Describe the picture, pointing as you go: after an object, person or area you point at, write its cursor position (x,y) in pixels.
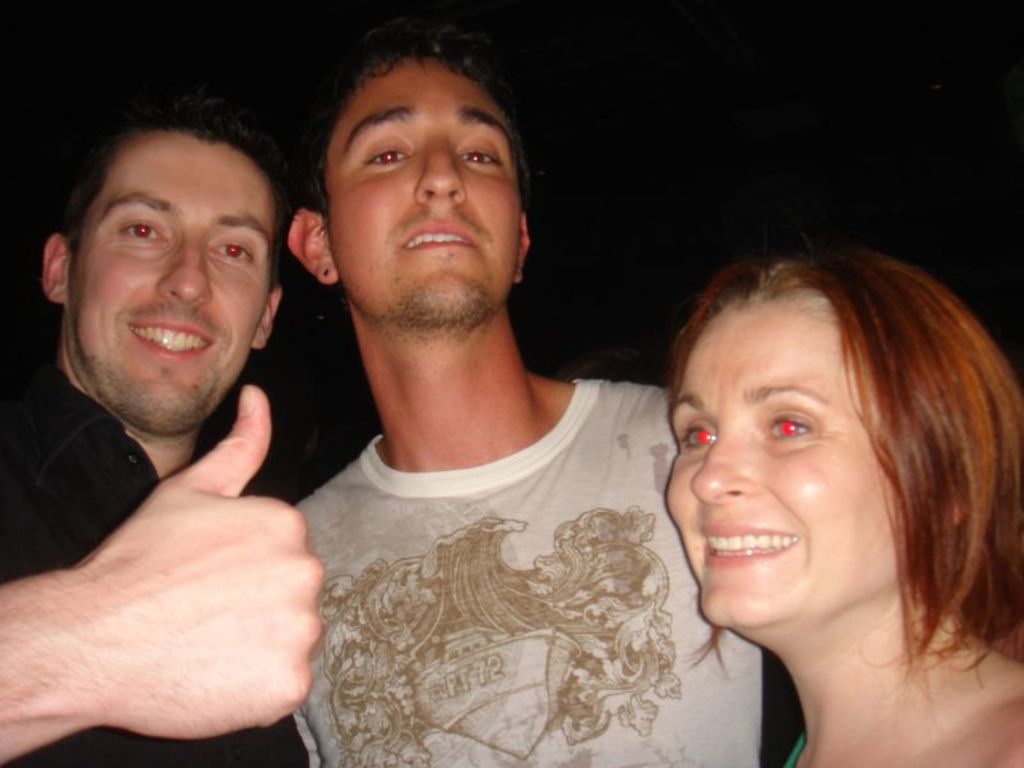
This picture seems to be clicked outside. In the foreground (532,555) we can see the three persons (625,576) smiling and seems to be standing on the ground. The background of the image (788,79) is very dark.
